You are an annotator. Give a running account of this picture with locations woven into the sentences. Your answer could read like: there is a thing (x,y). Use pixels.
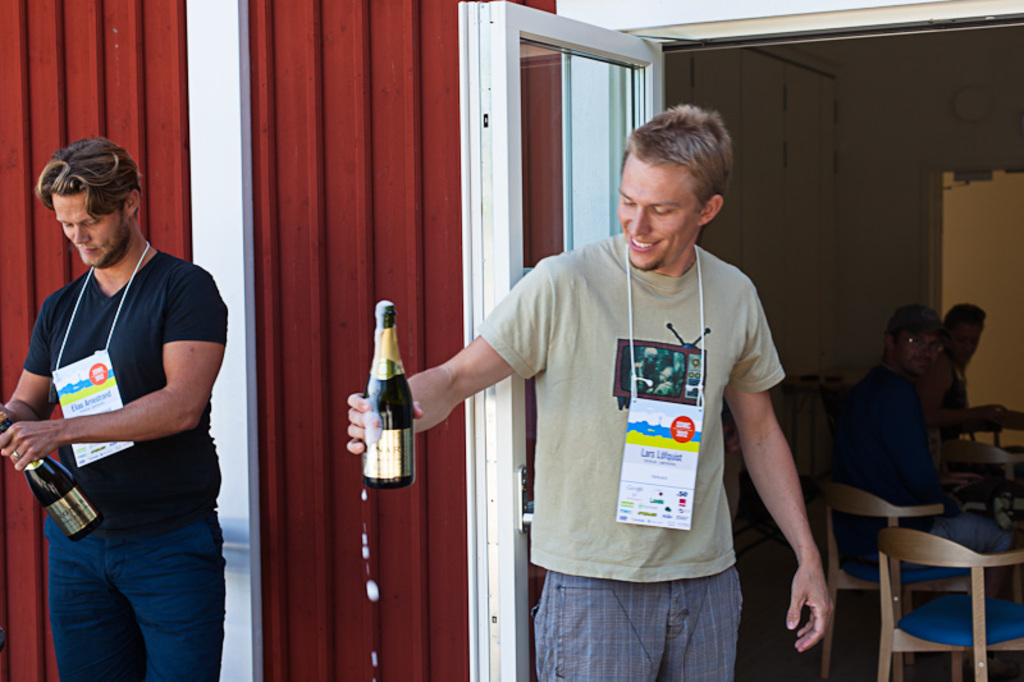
This picture shows a couple of men (81,640) standing and holding a wine bottles (390,476) in their hand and we see people (889,455) seated on the chairs (885,510).
